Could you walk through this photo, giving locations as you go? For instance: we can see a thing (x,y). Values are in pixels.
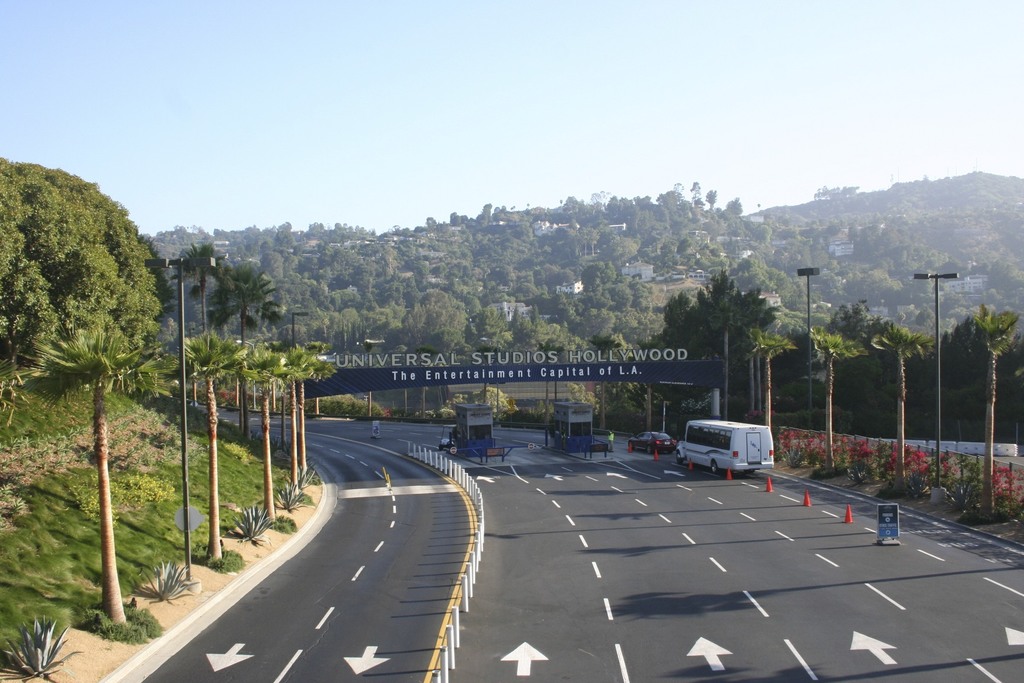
In this image we can see the vehicles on the road (627,510). And we can see the traffic cones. And we can see the metal fence (453,639). And we can see the grass (141,524) and trees (97,367). And we can see a few houses (520,307). And we can see the sky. And we can see a board (460,379) with some text (510,379) on it. And we can see the lights (180,338).
